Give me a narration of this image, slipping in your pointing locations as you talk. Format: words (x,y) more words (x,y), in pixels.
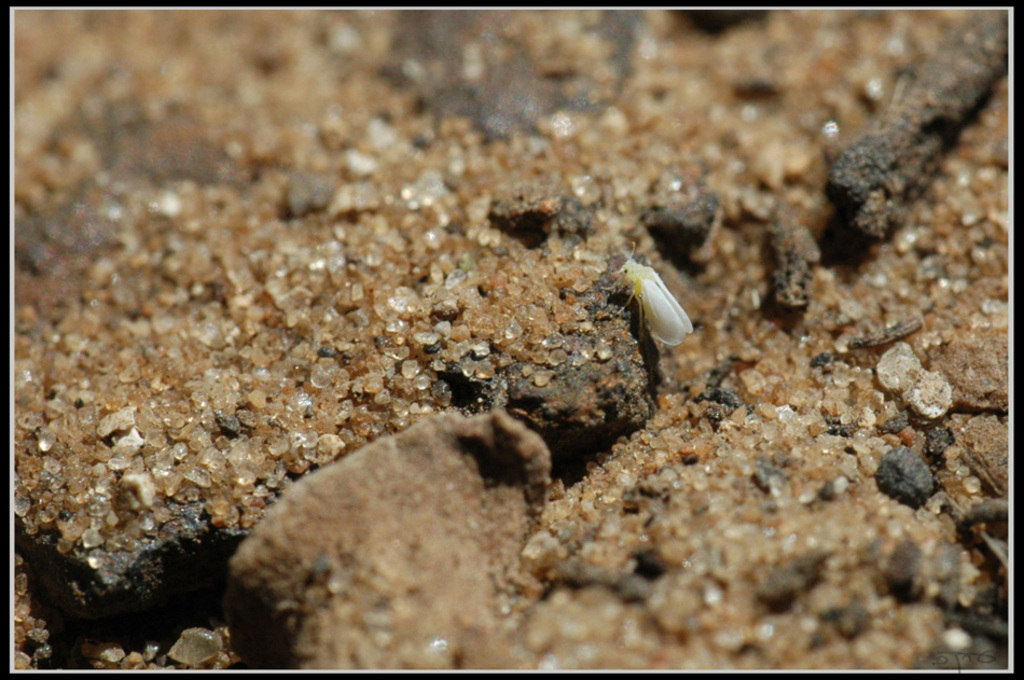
In this picture there is a white insect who is standing near to this sand (534,321). On the left (177,470) I can see the sandstones (192,397).
